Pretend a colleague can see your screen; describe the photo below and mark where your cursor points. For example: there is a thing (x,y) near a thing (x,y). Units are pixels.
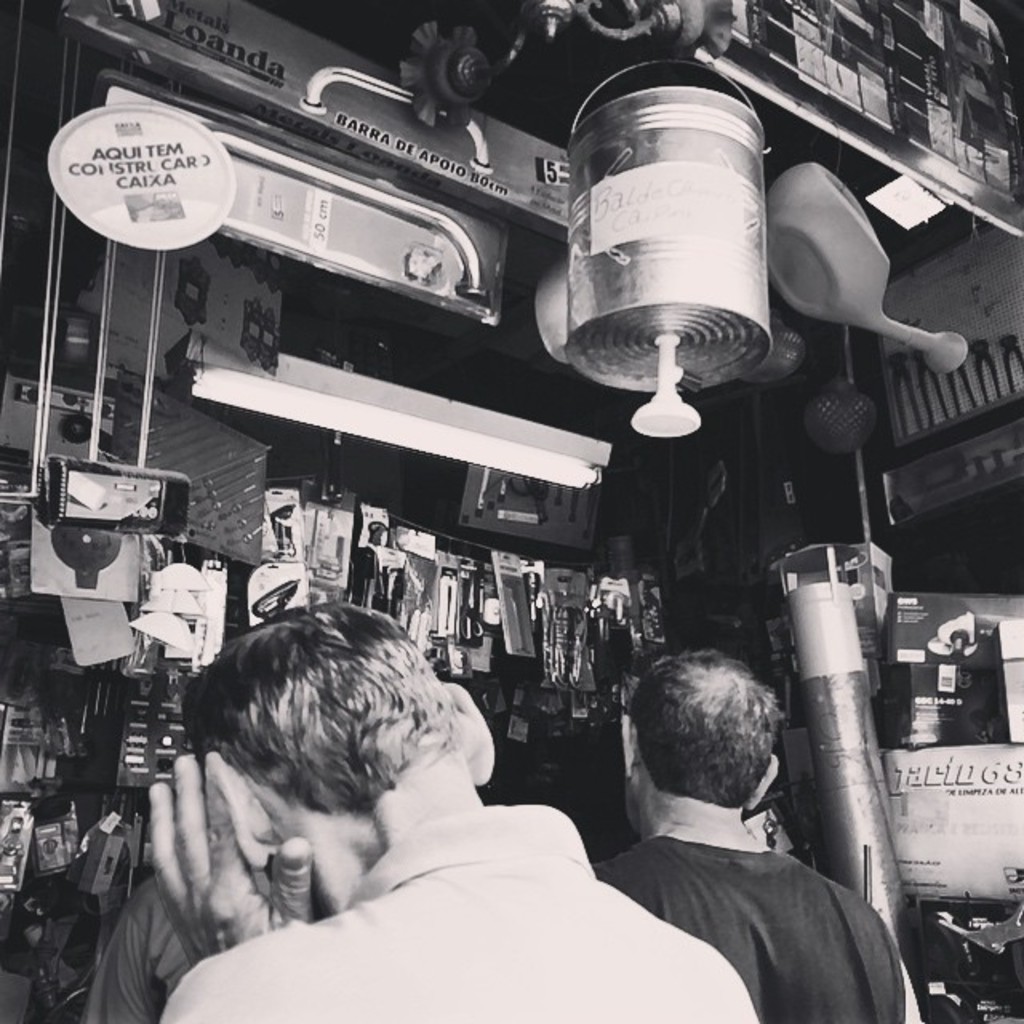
In this picture we can see three people (668,1016) and in the background (130,409) we can see a tube light (461,428), posters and some objects (780,184).
